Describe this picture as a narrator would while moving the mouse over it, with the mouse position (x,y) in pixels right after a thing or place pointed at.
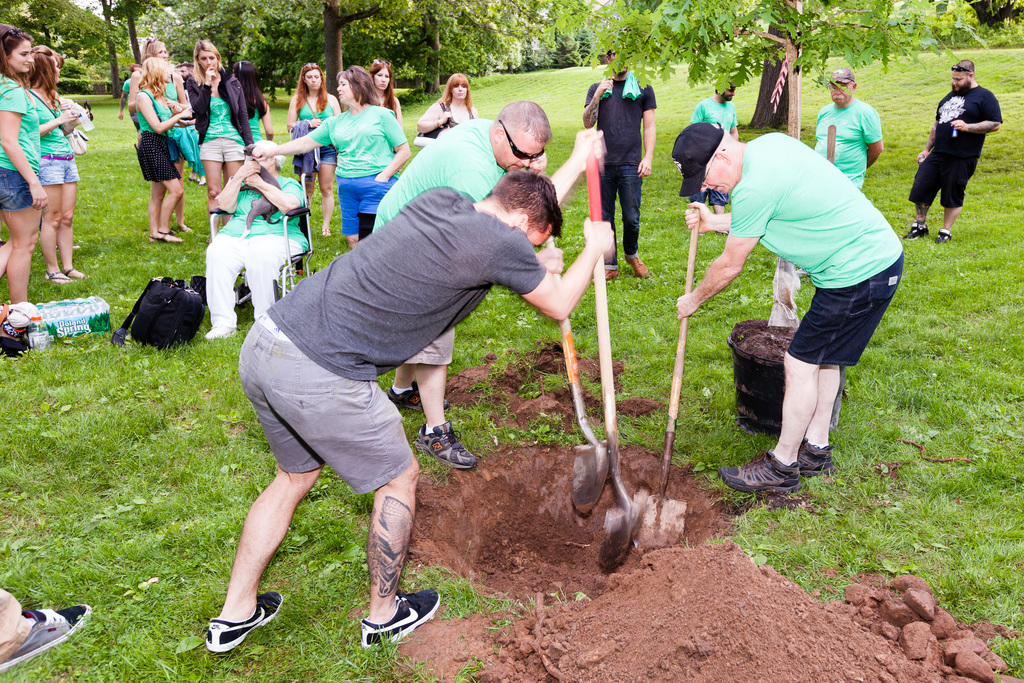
In this image there are trees (499,46) towards the top of the image (536,37), there is grass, there are objects (136,325) on the grass (226,393), there is a woman (252,242) sitting on a wheel chair (242,290), she is holding an object (260,193), there are a group of persons (270,133) standing, there are three men (411,267) holding a shovel (647,494), there is soil (697,626) towards the bottom of the image (714,627), there is a flower pot (788,351) on the grass (854,399), there is a plant (730,66) towards the top of the image (771,92), there is a tree trunk (777,76).
